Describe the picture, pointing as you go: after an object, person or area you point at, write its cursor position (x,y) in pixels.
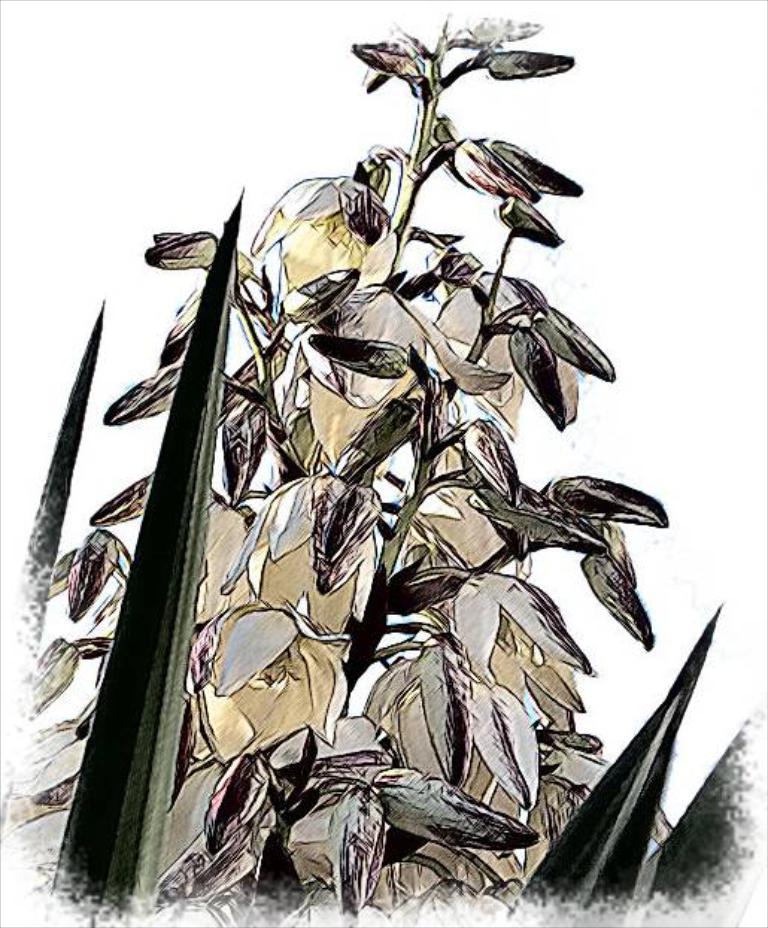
In this picture, we see the drawing (339,638) or the illustration (269,521) of the plant (423,539) and flowers (259,639), which are in white and yellow color. In the background (393,134), it is white in color.
